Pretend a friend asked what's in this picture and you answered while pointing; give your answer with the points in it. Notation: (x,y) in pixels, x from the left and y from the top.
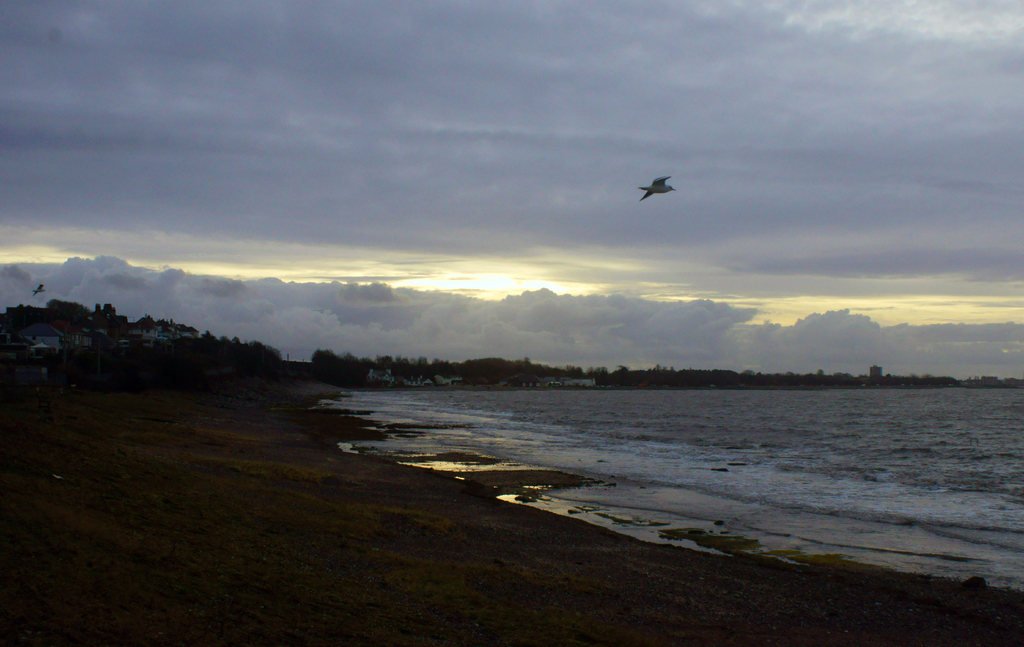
In this image there is a beach (842,644) beside that there are so many trees (105,377) and also there is a bird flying above the sea (862,527), so many clouds (489,297) in the sky (240,145).
